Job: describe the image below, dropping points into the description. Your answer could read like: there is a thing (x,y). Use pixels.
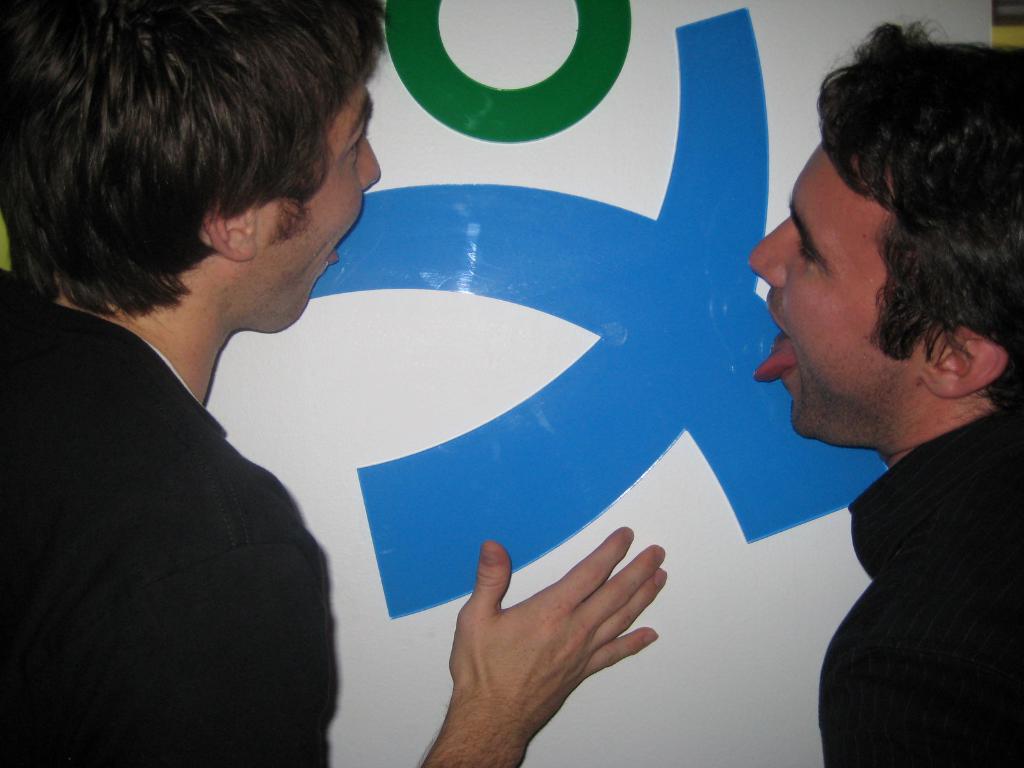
In this image, I can see two men (551,648). It looks like a board (553,444) with the letters (673,429) on it.
